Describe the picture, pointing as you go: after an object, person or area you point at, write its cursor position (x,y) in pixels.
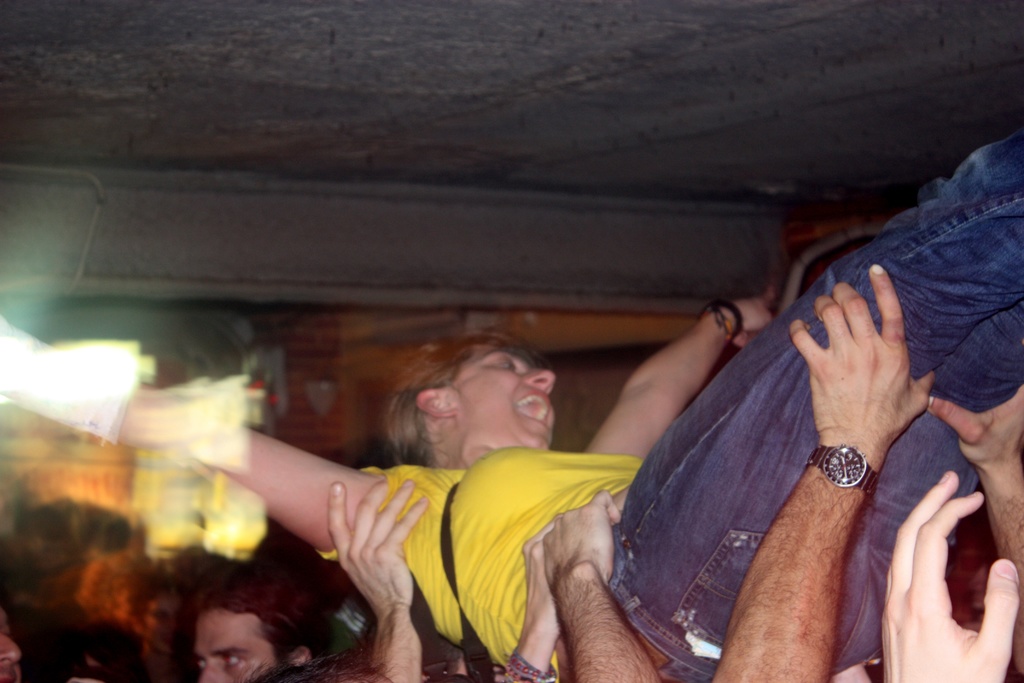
Here we can see some persons (550,668) are holding a woman (610,457). She is in a yellow color t shirt (514,486). In the background (313,349) there is a pillar (340,342) and this is roof (487,118).
